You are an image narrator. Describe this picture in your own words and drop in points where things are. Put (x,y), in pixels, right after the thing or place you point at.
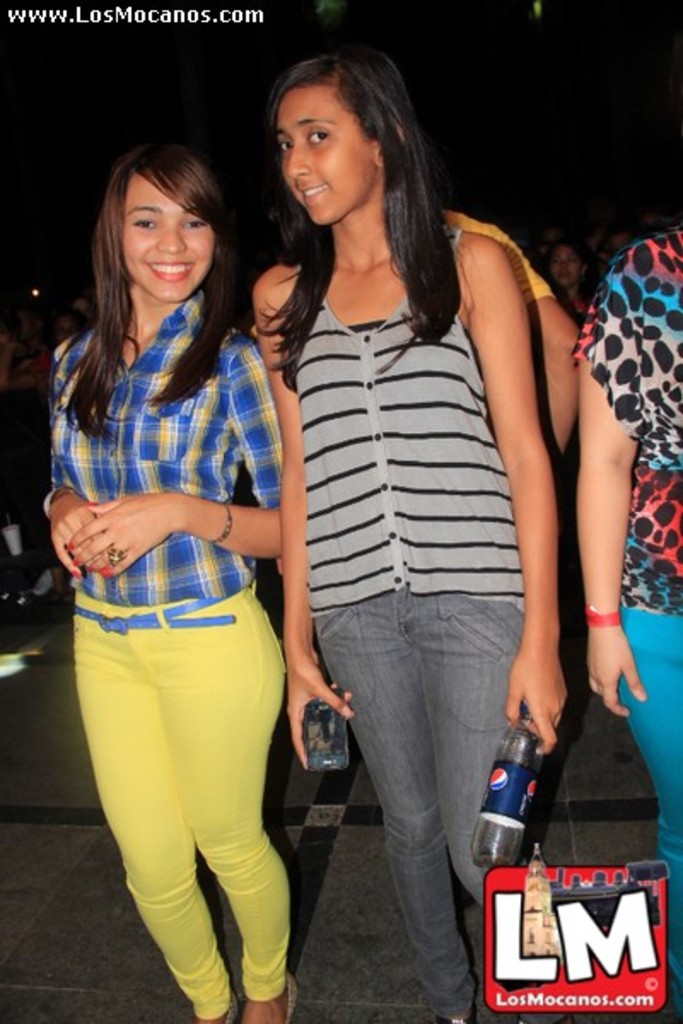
In this image we can see a group of people (455,582) standing on the ground (412,979). One woman (372,584) is holding a mobile (334,757) in her hand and a bottle (506,832) in the other hand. On the left side of the image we can see a cup (13,549) placed on the surface (20,711). At the bottom (493,912) we can see a logo (519,900) with some text (648,927).
